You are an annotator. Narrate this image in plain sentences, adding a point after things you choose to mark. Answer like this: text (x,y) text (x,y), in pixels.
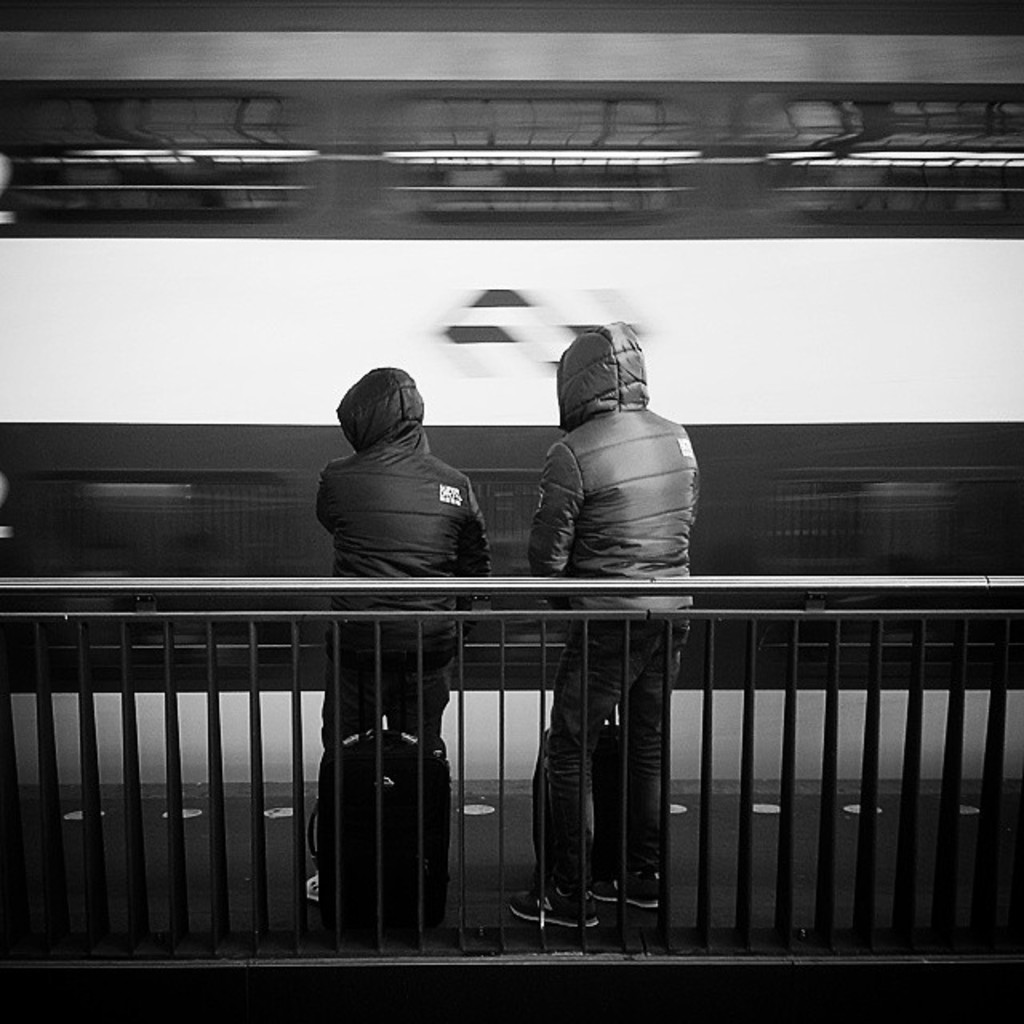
In this image I can see there are few persons (672,419) standing in front of the fence (518,577) and I can see a backpack (402,773) kept on the floor (289,845).
